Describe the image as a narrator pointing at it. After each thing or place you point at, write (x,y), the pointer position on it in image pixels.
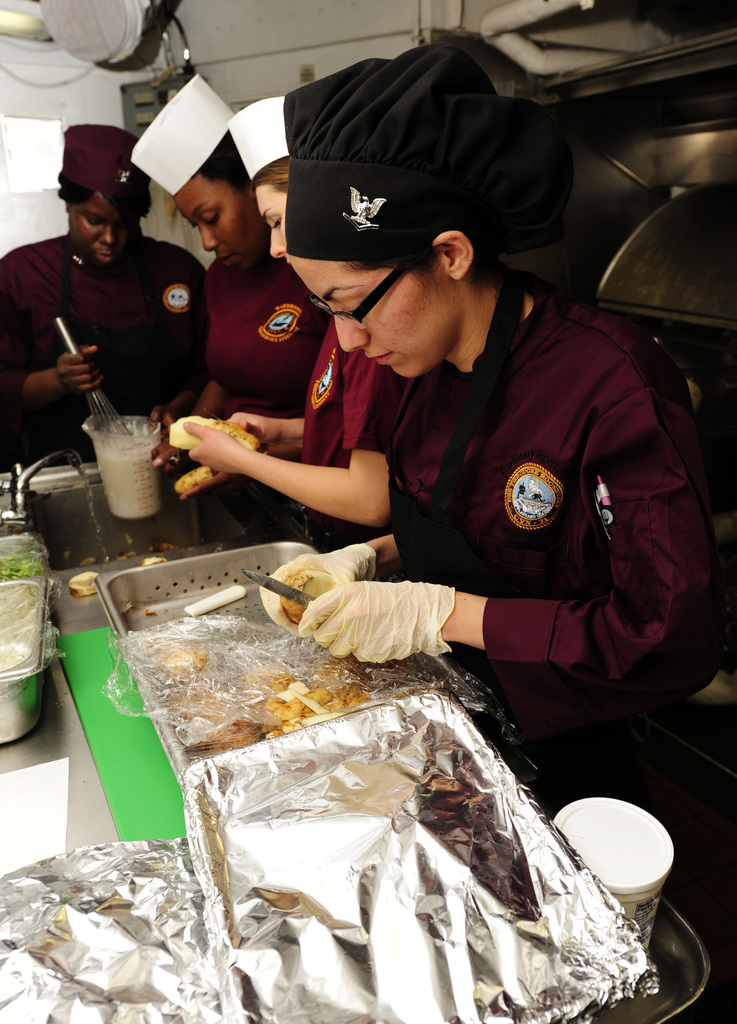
In this image I can see the group of people (294,365) with maroon color dresses (405,435) and also aprons (147,336). In-front of these people (288,478) I can see many utensils (12,722), jug (149,501) with liquid (133,459), tap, sink (104,515) and one person (311,610) holding the knife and an another person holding the jug (103,462). In the background (283,20) I can see the white wall (33,112).
